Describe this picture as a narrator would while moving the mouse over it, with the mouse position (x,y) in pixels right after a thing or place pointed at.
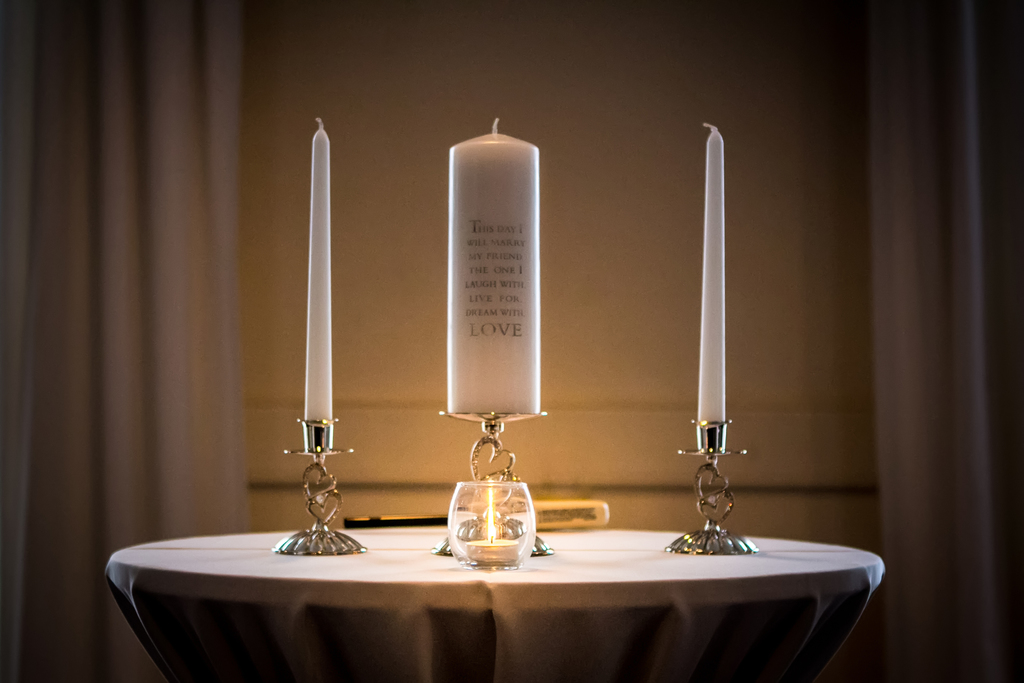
In this picture we can see a table (623,577) which is covered by a cloth (337,598) and on the table (663,584) there are candles (462,242) with stands (708,443). A tea light candle (485,546) with a flame (490,530) is in a transparent glass (460,506). Behind the candles (480,376) there's a wall (744,155) and curtains (914,171).
